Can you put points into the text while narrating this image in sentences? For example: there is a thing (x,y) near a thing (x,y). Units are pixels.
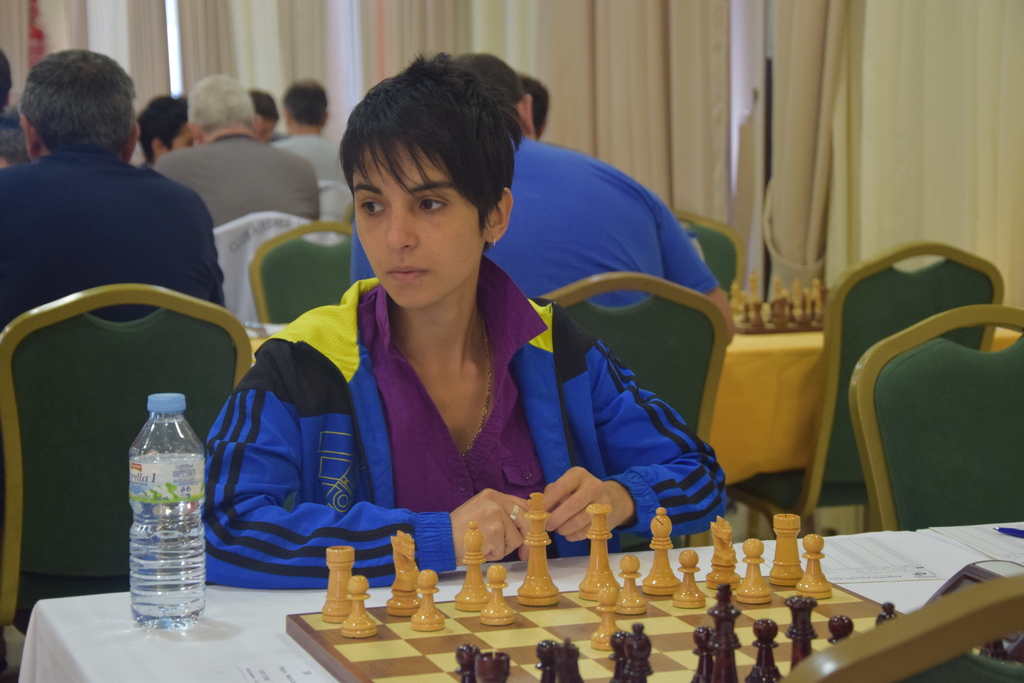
On the background (580,66) we can see curtains (897,123). We can see all the persons (365,387) sitting on chairs (42,338) in front of a table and on the table (480,629) we can see chess board (313,620) and chess pieces (773,323), water bottle (174,413), papers (909,561) and a pen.
